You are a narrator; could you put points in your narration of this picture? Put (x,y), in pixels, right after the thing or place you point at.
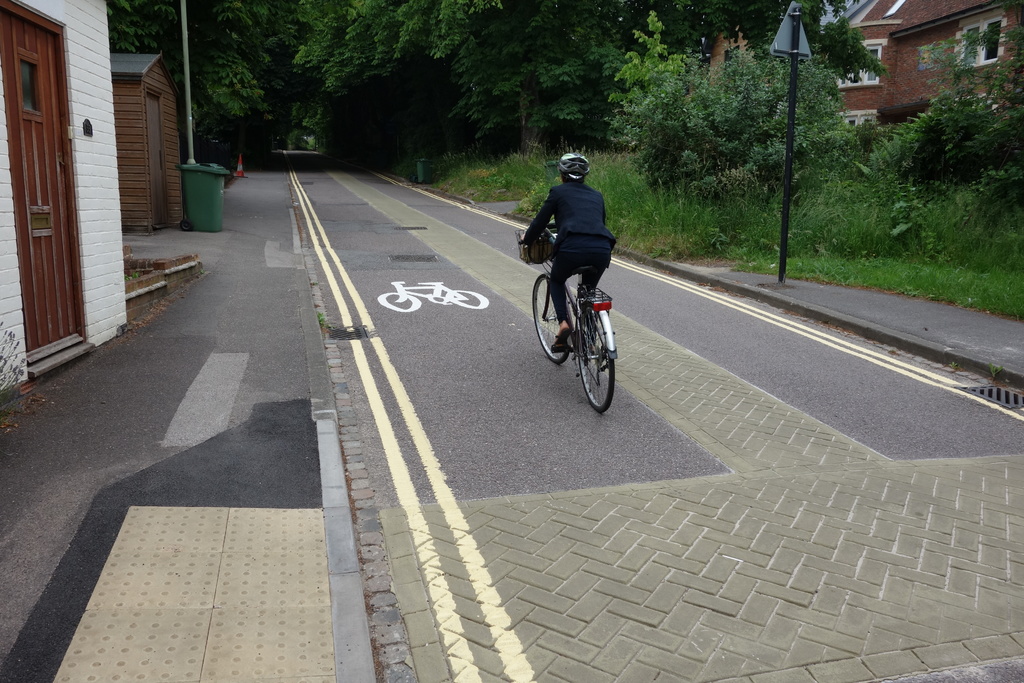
In this image I can see a person (532,224) riding a bicycle (545,327) on the road (502,386). I can see few buildings (55,277). There are few trees (612,145).
